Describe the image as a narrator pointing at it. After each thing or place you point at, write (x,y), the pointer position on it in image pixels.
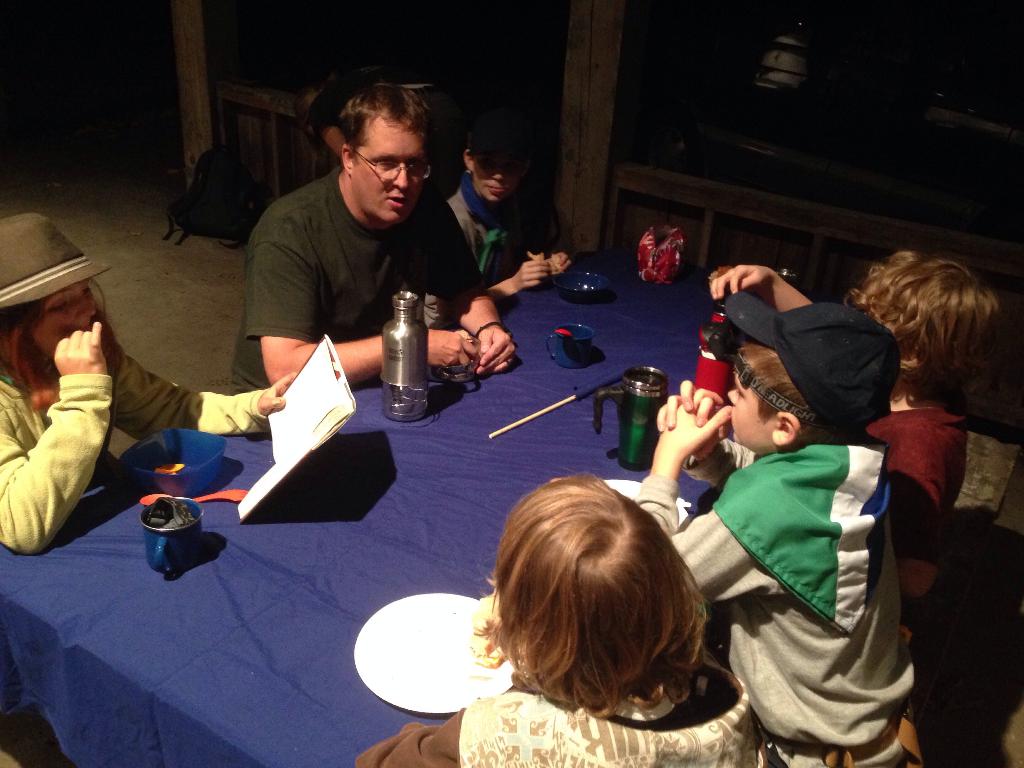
A man (361,139) is sitting with a group of children (507,613). There are some flask (405,325), boxes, cups (643,431) and plates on the table (515,387). There is a blue color cloth (384,485) on the table (579,472).
